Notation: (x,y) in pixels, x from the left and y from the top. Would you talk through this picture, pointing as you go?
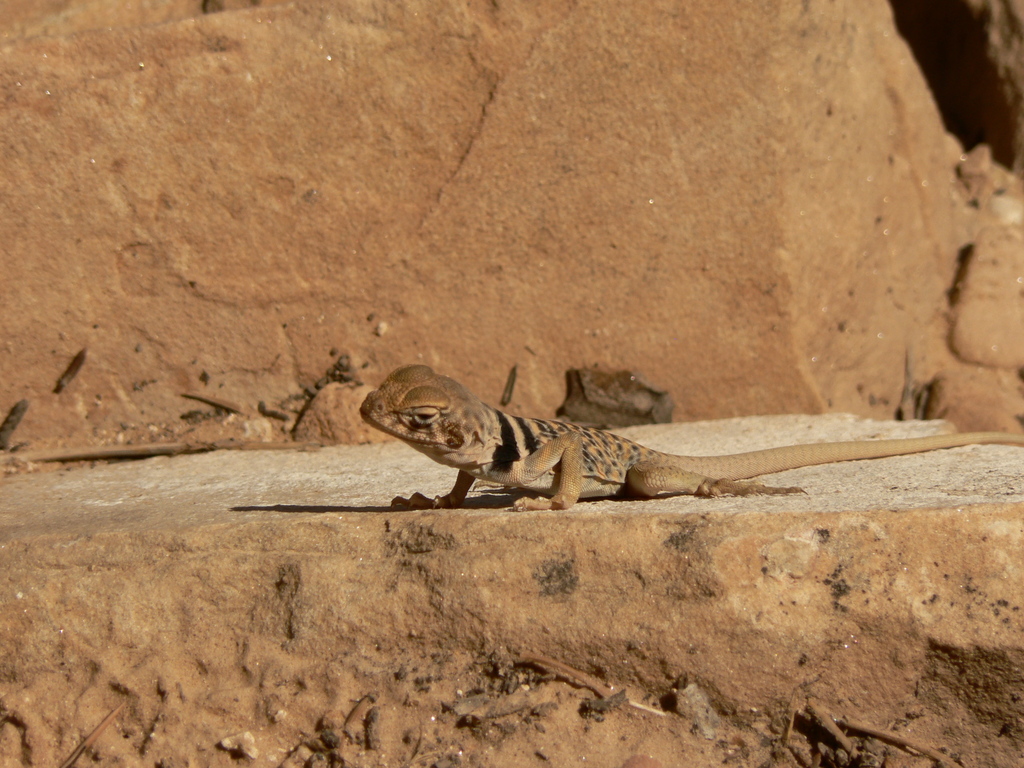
In this image there is a lizard (602,450) on a rock (928,422).
